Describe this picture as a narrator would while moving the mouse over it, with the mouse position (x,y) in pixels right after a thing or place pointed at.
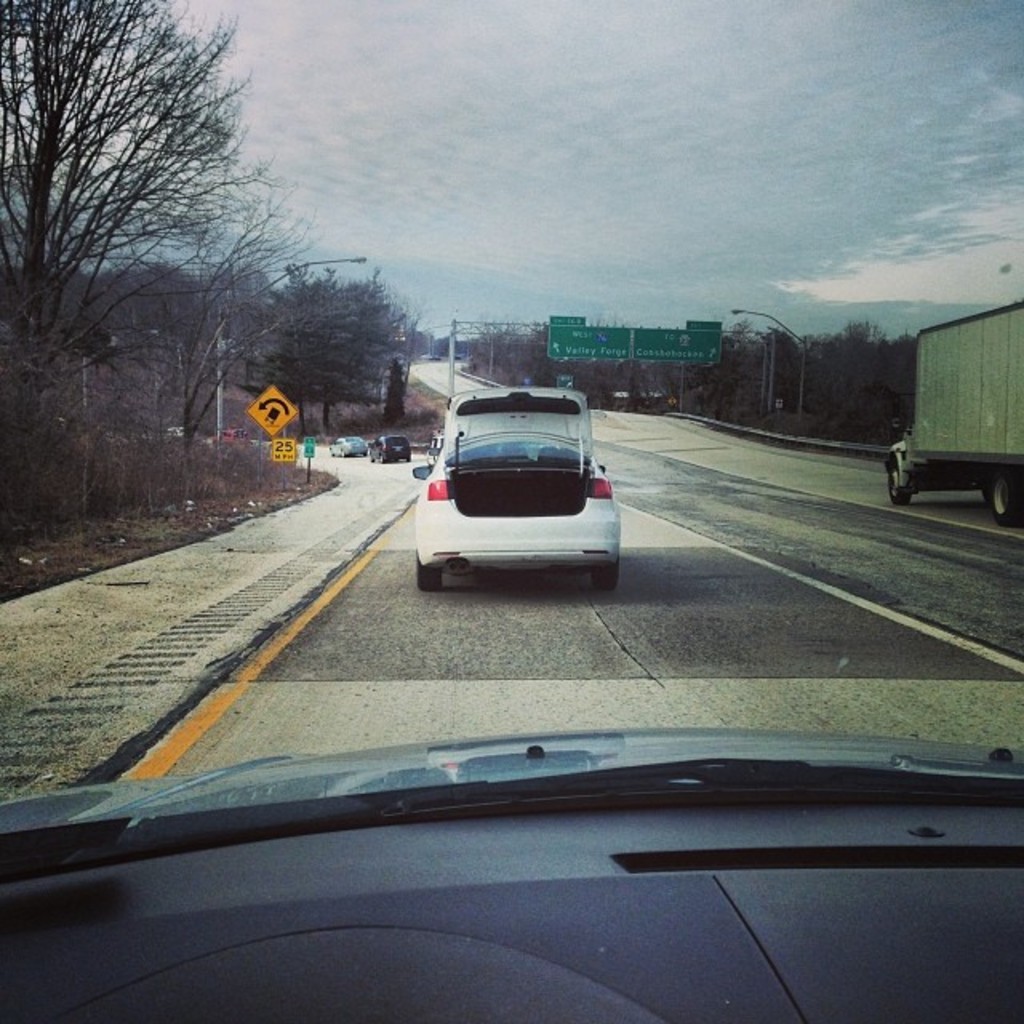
In this image we can see cars (494,498) and truck (888,456) on the road (715,493). To the both sides of the road (715,529) sign boards (288,412), poles (219,422) and trees (708,383) are there. At the top of the image (779,84) sky (825,157) is present with clouds (642,199).
